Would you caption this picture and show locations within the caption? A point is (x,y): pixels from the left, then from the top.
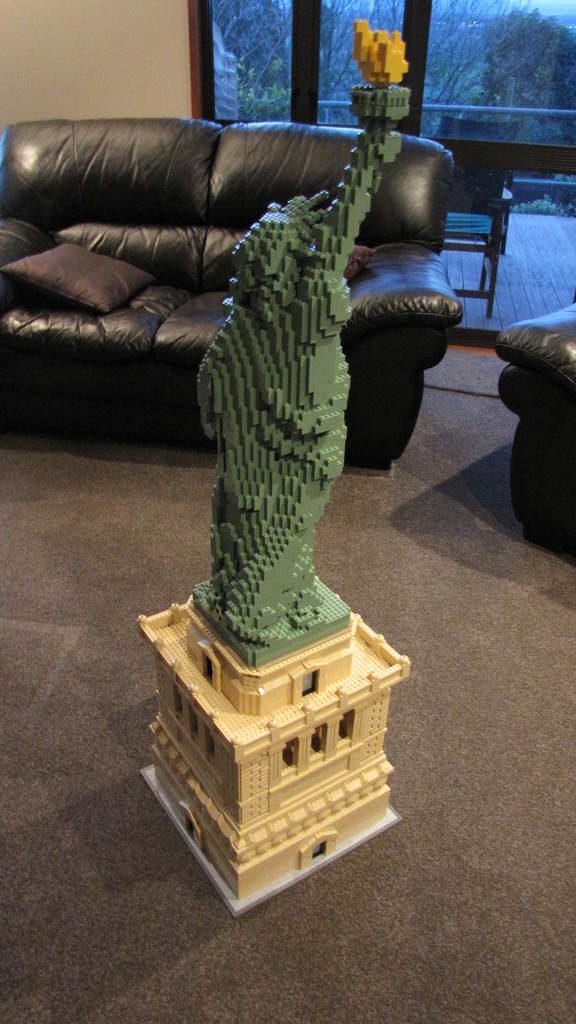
In this image there is a building block statue (228,614) in the carpet (285,989) and in back ground (174,160) there is a couch (102,225), pillow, window (538,6), chair (546,469), tree (534,44).
